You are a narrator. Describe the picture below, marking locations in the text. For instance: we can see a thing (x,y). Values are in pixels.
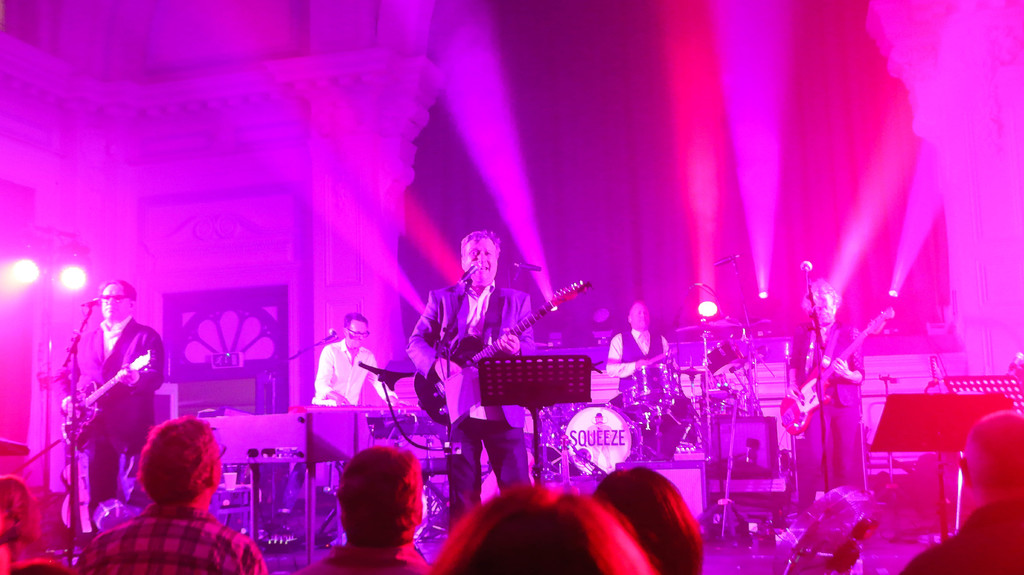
In this picture we see 5 people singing and playing different musical instruments (295,438) on the stage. At the bottom (618,494) we can see people (227,539) looking at them.
